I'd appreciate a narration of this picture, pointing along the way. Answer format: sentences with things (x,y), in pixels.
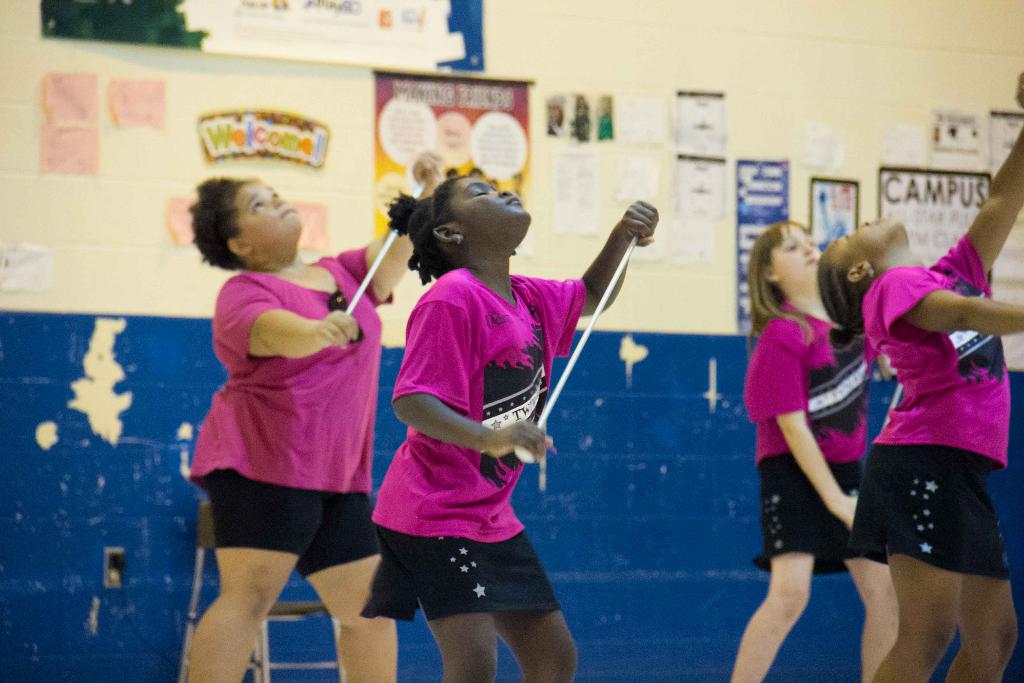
In the image we can see there are girls (508,428) standing and they are holding sticks (554,400) in their hand (513,455). Behind there are posters (722,139) on the wall (370,184).
